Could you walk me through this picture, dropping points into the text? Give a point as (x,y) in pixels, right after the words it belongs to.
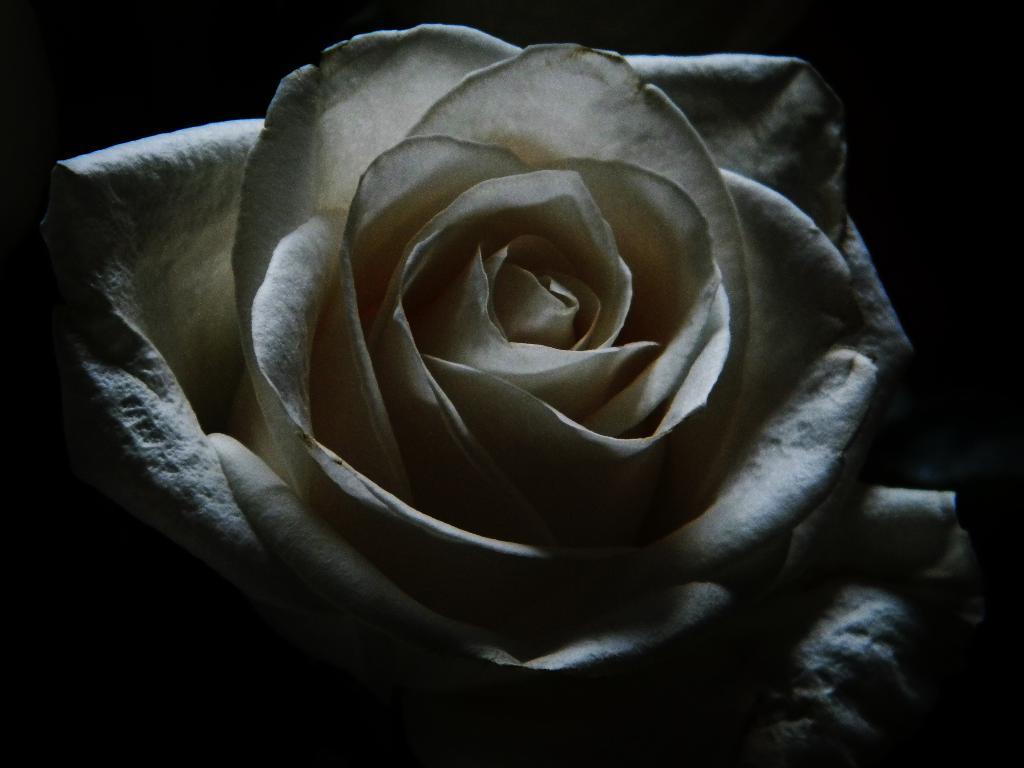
In this image there is a white rose (437,282), in the background (244,686) it is dark.
